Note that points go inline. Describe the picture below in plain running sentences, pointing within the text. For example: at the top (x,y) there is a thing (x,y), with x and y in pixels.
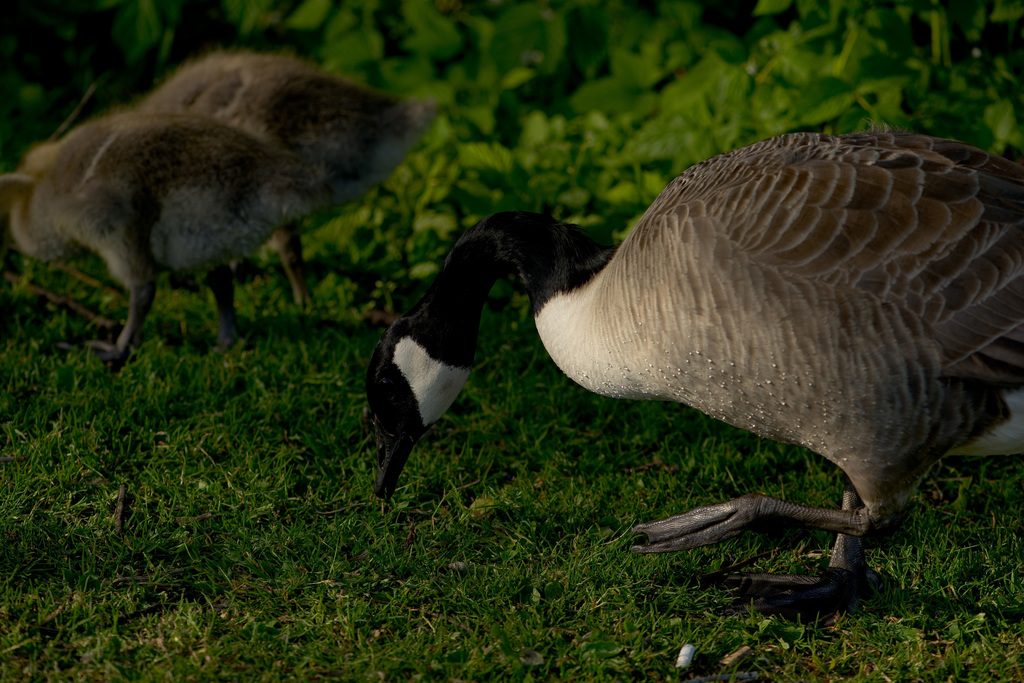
In this picture I can see the birds (538,307) in the green grass (571,529).
